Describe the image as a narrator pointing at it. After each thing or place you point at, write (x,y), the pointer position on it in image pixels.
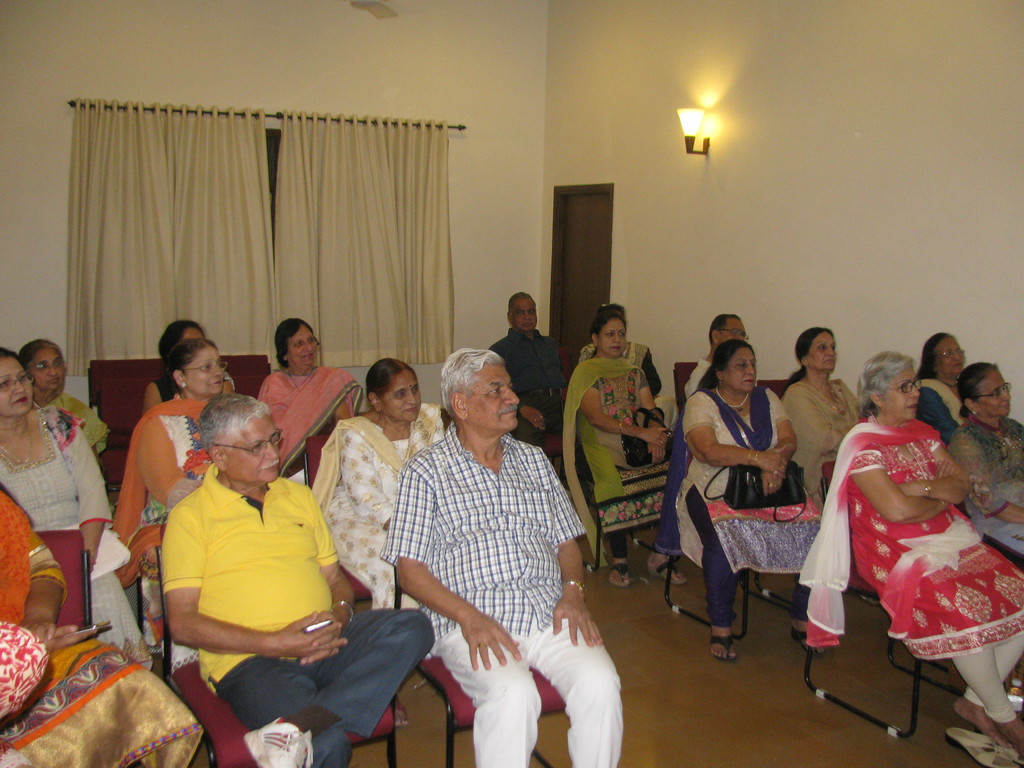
In this picture I can observe some people (585,403) sitting in the chairs (117,386). There are men (271,470) and women (427,436) in this picture. On the right side (689,153) I can observe a lamp (690,150) fixed to the wall (659,211) and a door (587,237). In the background (632,219) there are curtains (298,193) and a wall (322,71).
